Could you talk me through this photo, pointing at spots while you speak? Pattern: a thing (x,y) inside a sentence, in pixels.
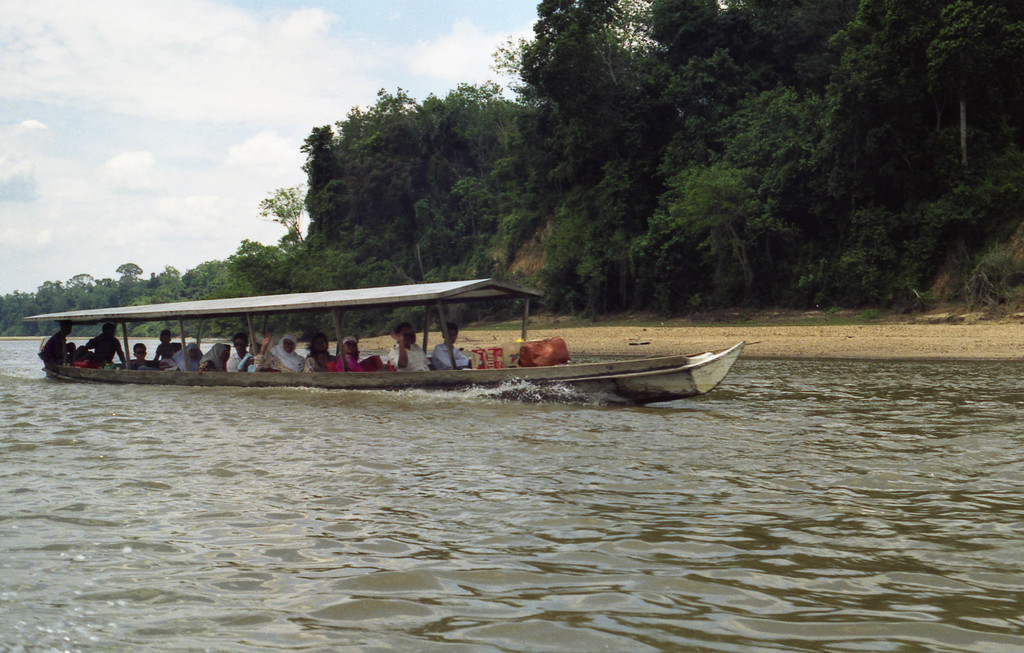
In this picture in the center (474,370) there is a boat (474,370) sailing on the water (21,352) with the persons (63,329) sitting inside it. In the background (329,246) there are trees (610,176) and the sky (214,119) is cloudy.
